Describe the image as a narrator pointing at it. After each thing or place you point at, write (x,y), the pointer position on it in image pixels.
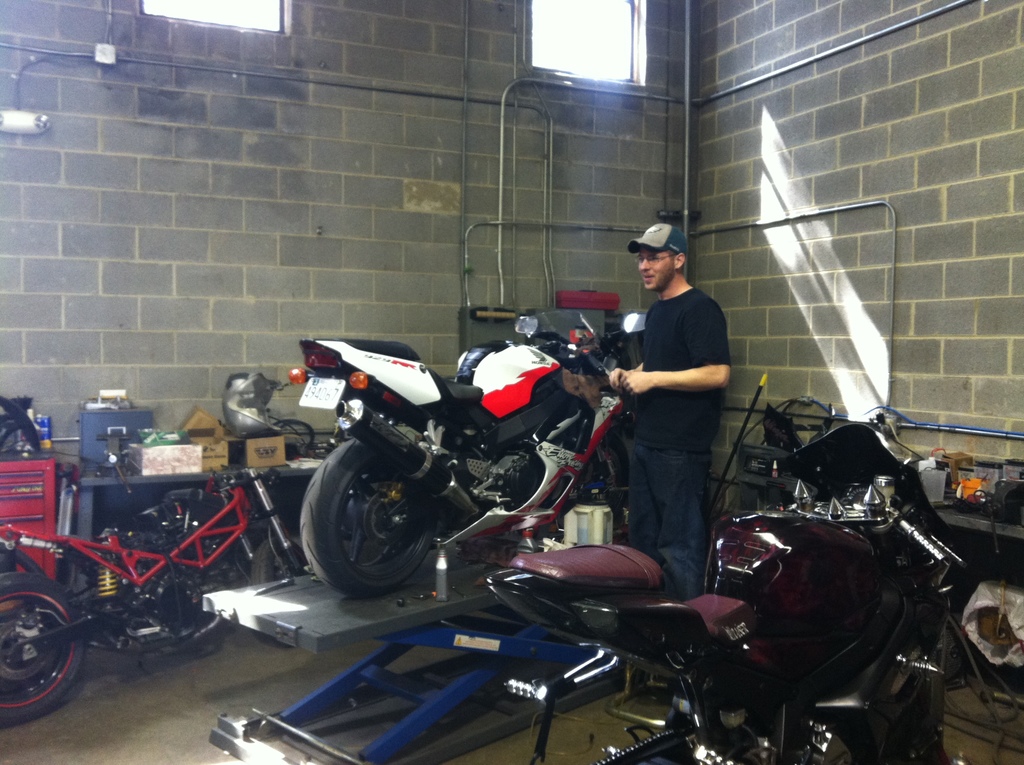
There is a person (667,400) wearing specs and cap (642,244). There are many bikes (661,617). In the back (614,180) there is a wall (614,180) with pipes (571,88) and windows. Also there is a platform (199,474) with boxes (213,436) and many other things (44,435).
